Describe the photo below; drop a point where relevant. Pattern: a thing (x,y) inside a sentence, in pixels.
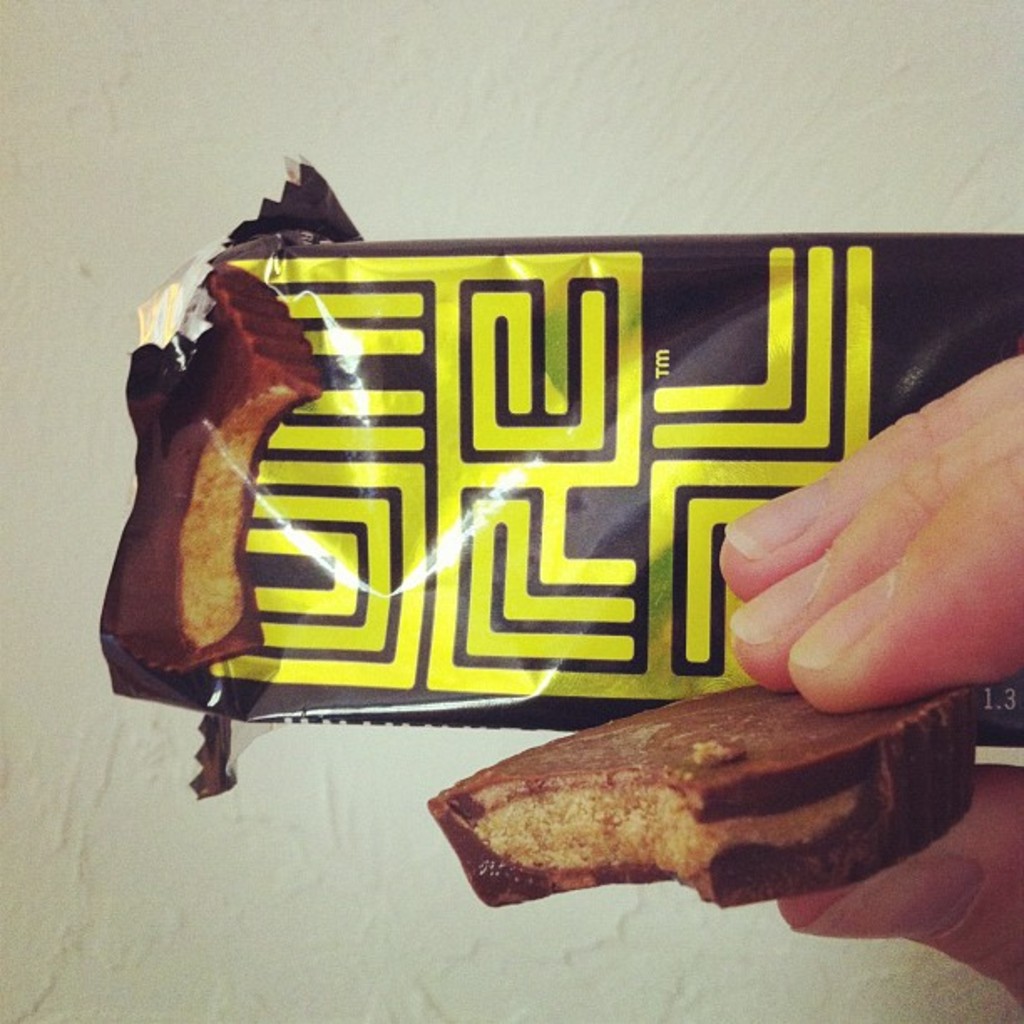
In this picture we can observe a cover (512,555) which is in brown and yellow color. There is a biscuit (752,753) in the hand (825,661) of a human (946,853). In the background (239,138) there is a wall (275,893) which is in white color.
